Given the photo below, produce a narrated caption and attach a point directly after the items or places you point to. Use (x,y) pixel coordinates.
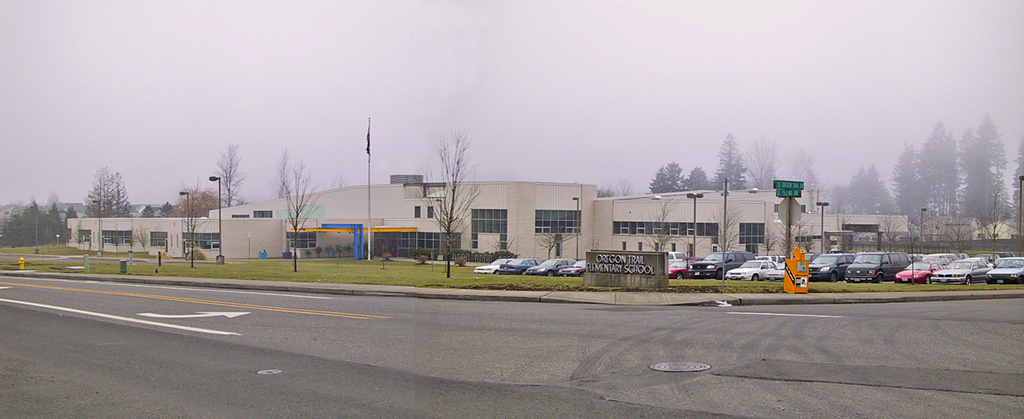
This image is taken outdoors. At the top of the image (243,76) there is the sky (630,76). At the bottom of the image (262,351) there is a road (401,381). In the background (109,200) there are a few houses (937,231) and there are many trees (949,212) and plants (56,219) on the ground (53,261). In the middle of the image (588,222) there are a few houses (283,227) with walls (287,221), windows (489,220), doors (380,241) and roofs (424,192). There are a few poles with street lights (220,195). There is a flag (367,145). There is a board (795,191) with a text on it. There is a text (629,271) on the wall (629,271). Many cars (561,258) are parked on the ground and there is a ground (349,269) with grass (159,270) on it. There is a hydrant (19,263) on the ground (320,267).
